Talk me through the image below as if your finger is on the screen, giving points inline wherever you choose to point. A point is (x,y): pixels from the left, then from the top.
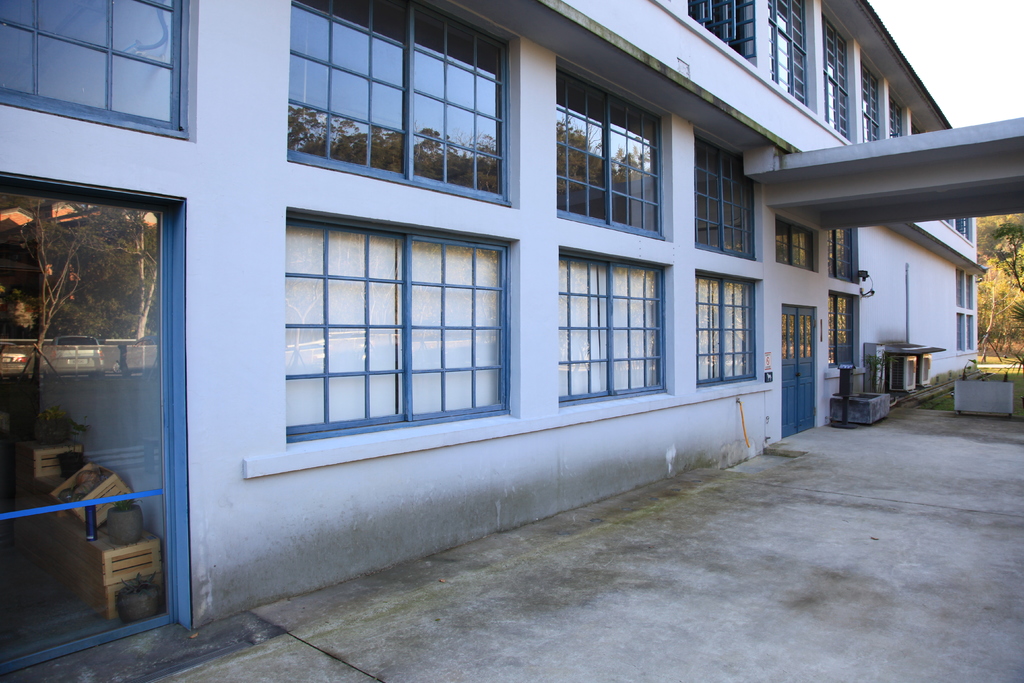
There is a building (621,393) and it has plenty of windows (291,379) and two doors (58,380), behind the building (893,292) there are few trees (1008,314).
